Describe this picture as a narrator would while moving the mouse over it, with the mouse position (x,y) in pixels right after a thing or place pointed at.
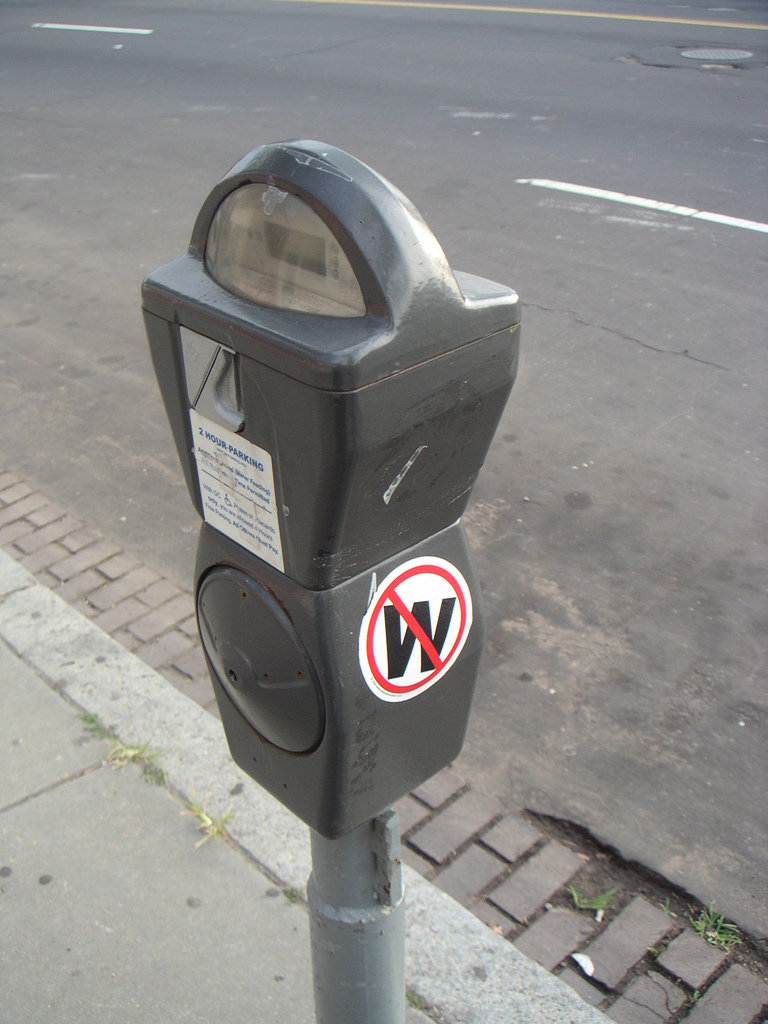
In this picture there is a parking meter (343,192) in the center of the image (499,381).
